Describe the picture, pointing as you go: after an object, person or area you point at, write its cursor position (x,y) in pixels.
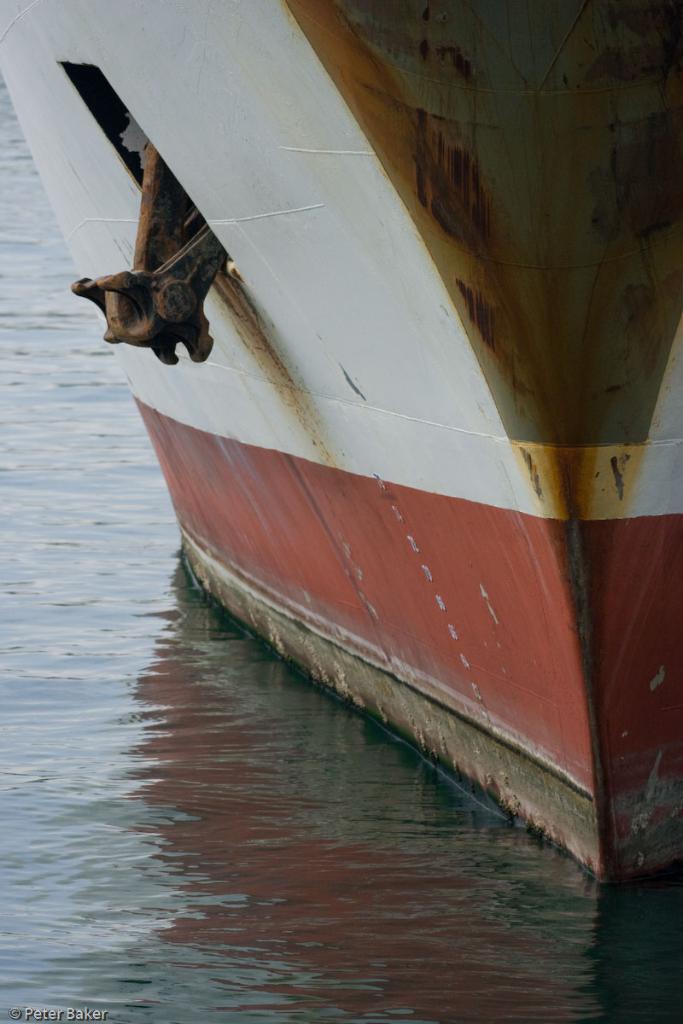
In the picture I can see a boat (266,410) on the water (27,906). On the bottom left side of the image (36,1016) I can see a watermark (36,1016).
